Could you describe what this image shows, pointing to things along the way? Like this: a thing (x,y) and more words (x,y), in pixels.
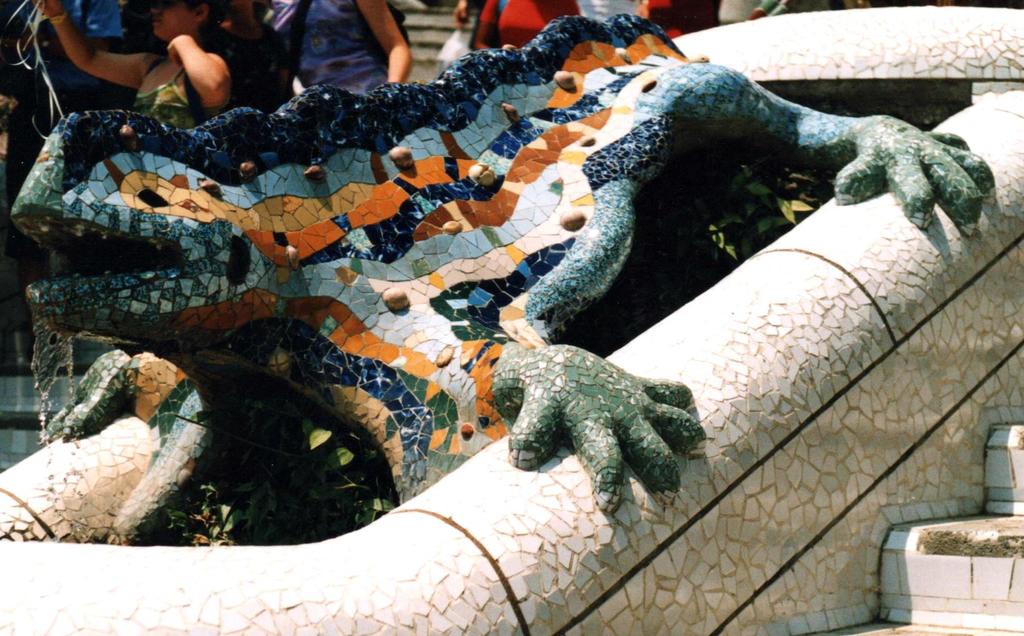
In this picture there is a stone and ceramic lizard statue (569,217) placed in the front (487,355) bottom side. Behind there is a group of girls (402,38) standing and taking the photographs.
